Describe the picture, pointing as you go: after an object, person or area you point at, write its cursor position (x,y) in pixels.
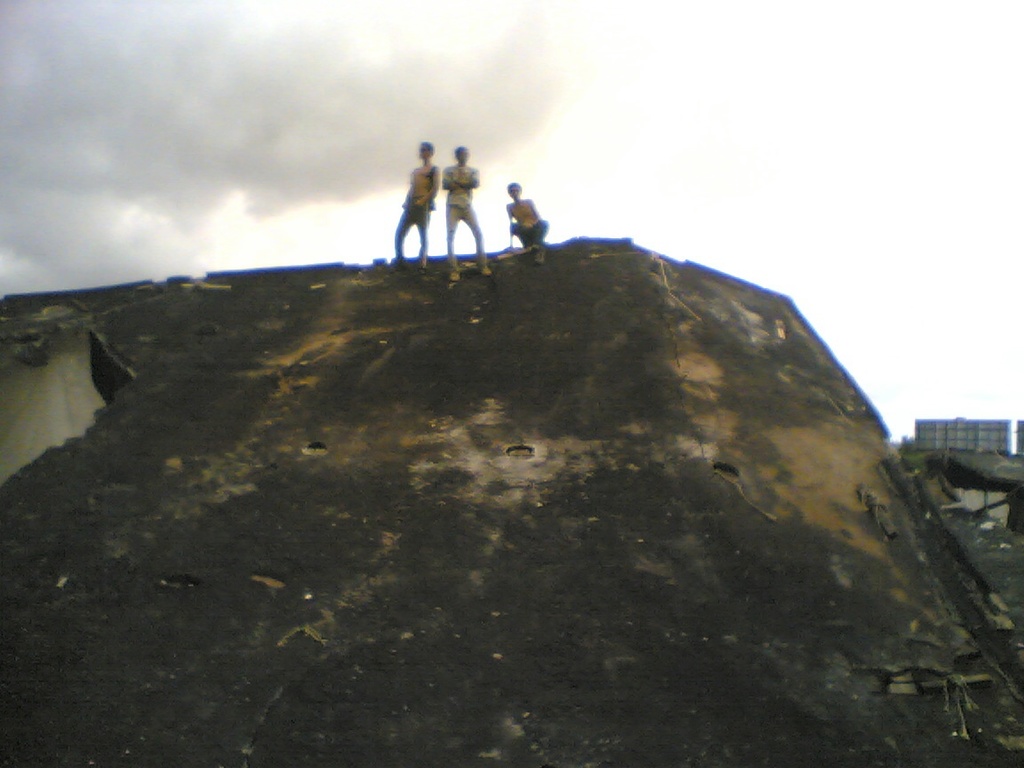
This image is taken outdoors. At the bottom of the image (299,571) there is a hill (417,328). At the top of the image (223,140) there is a sky (270,184) with clouds (487,150). In the middle of the image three people (423,173) are on the hill (451,281). On the right side of the image (1012,455) there is a building (1000,436).
